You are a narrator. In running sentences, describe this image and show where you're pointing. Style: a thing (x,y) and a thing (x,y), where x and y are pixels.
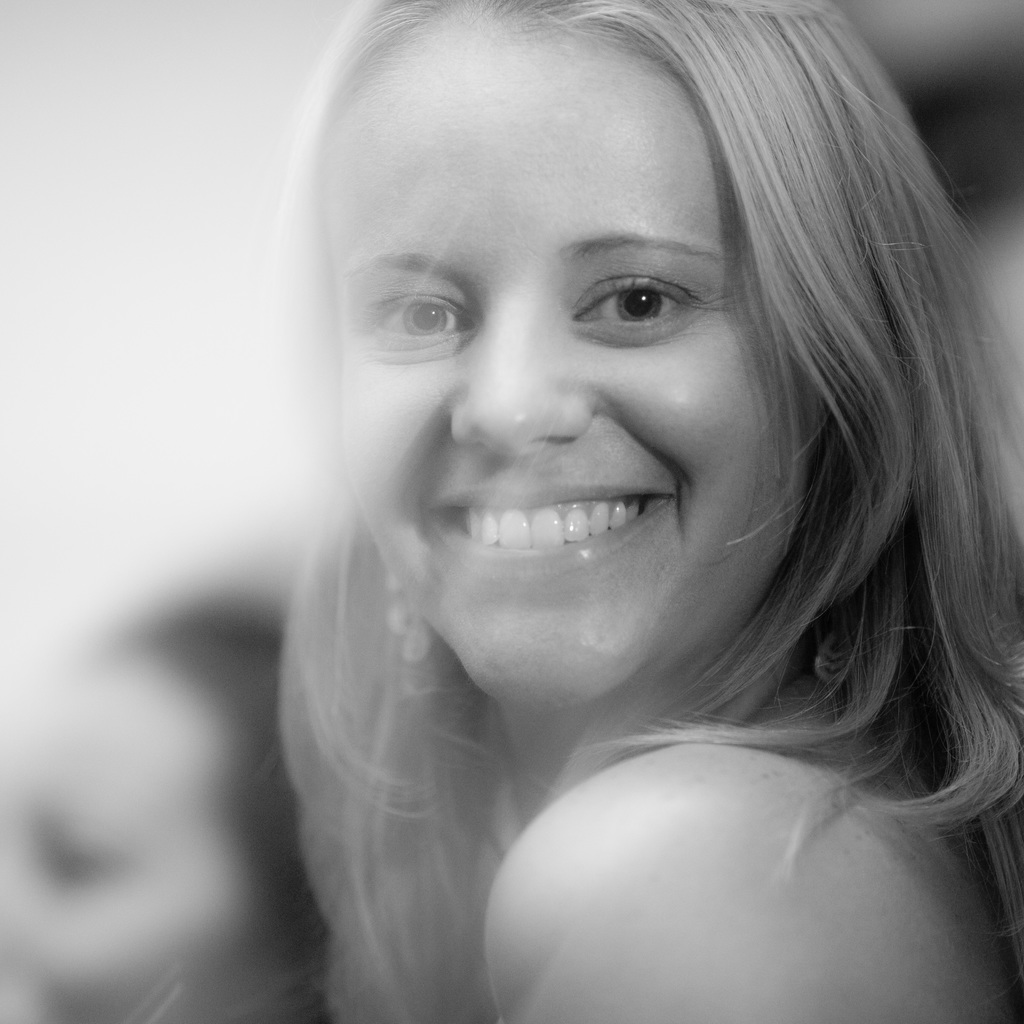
In the center of the image (433,492) we can see a lady (740,608) smiling.
